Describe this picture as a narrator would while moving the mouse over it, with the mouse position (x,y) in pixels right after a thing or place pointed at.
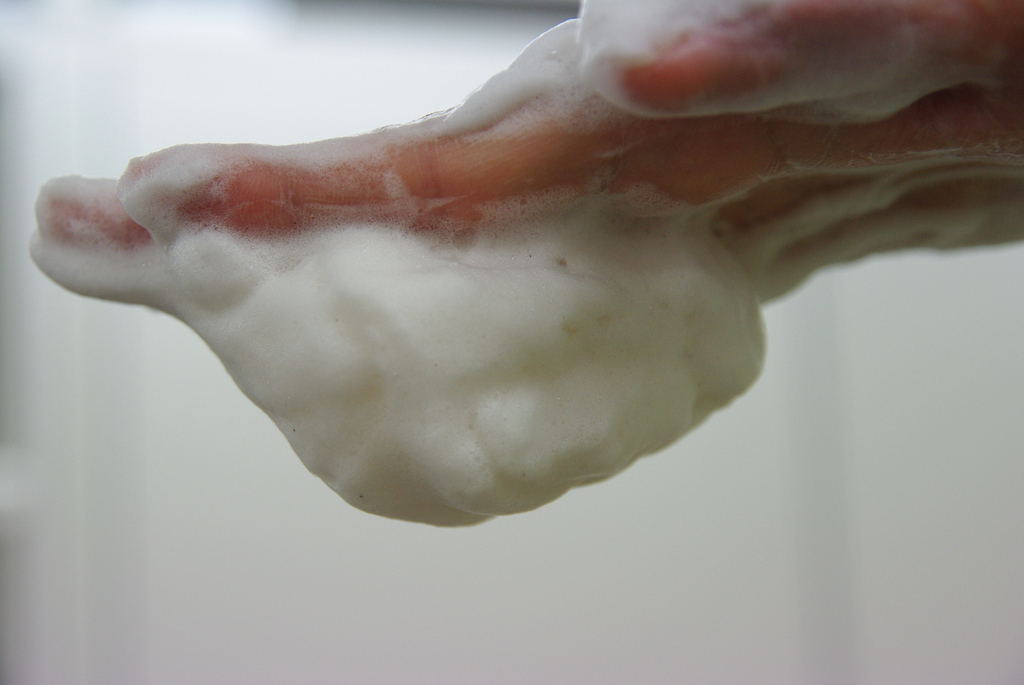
In this image we can see a person hand (590,120) with soap foam (470,282). In the background (223,514) it is white.
